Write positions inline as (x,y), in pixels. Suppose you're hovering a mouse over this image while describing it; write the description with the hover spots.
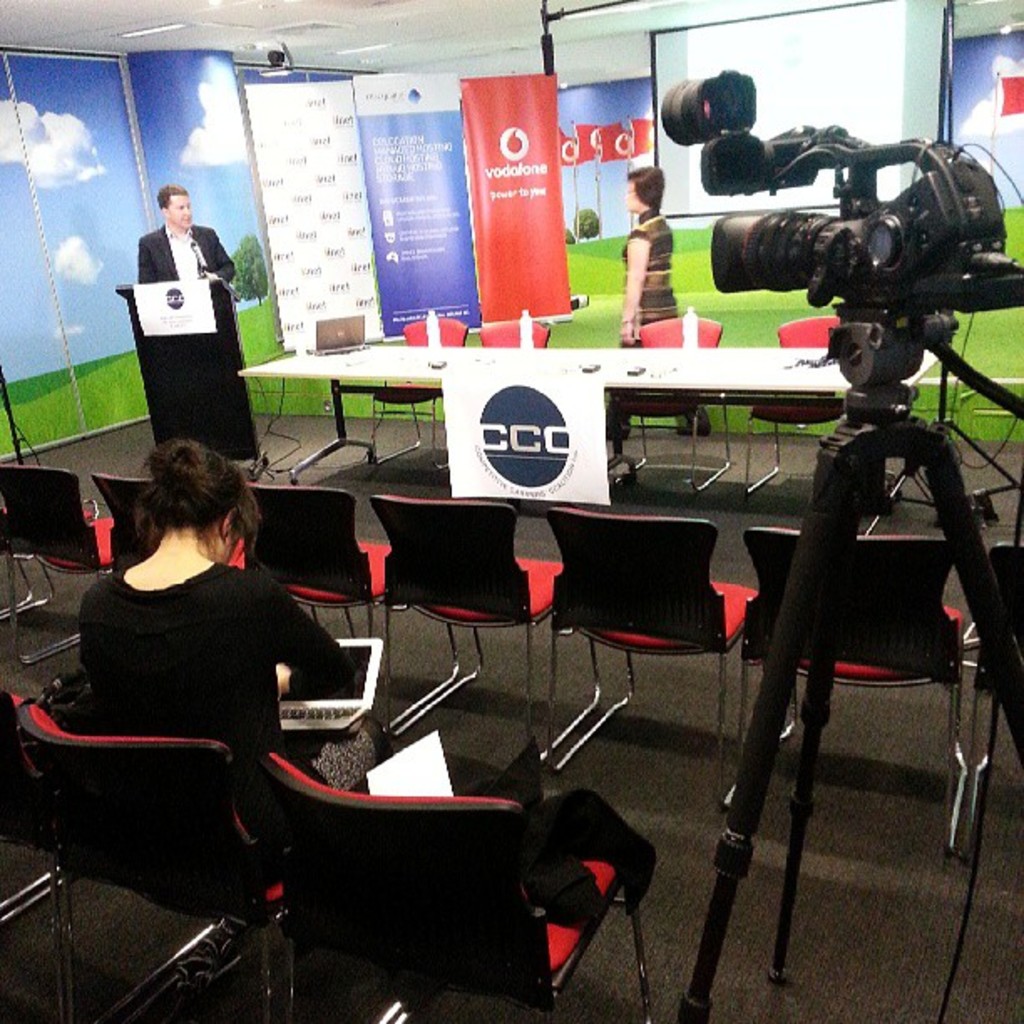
A beautiful woman (199,644) is sitting on chair (225,778), working in the laptop (346,707). She wore a black color dress (286,646). On the right side (762,246) there is a camera (771,259), here a man (195,248) is standing near the podium (209,297), he wore a coat (217,273).
